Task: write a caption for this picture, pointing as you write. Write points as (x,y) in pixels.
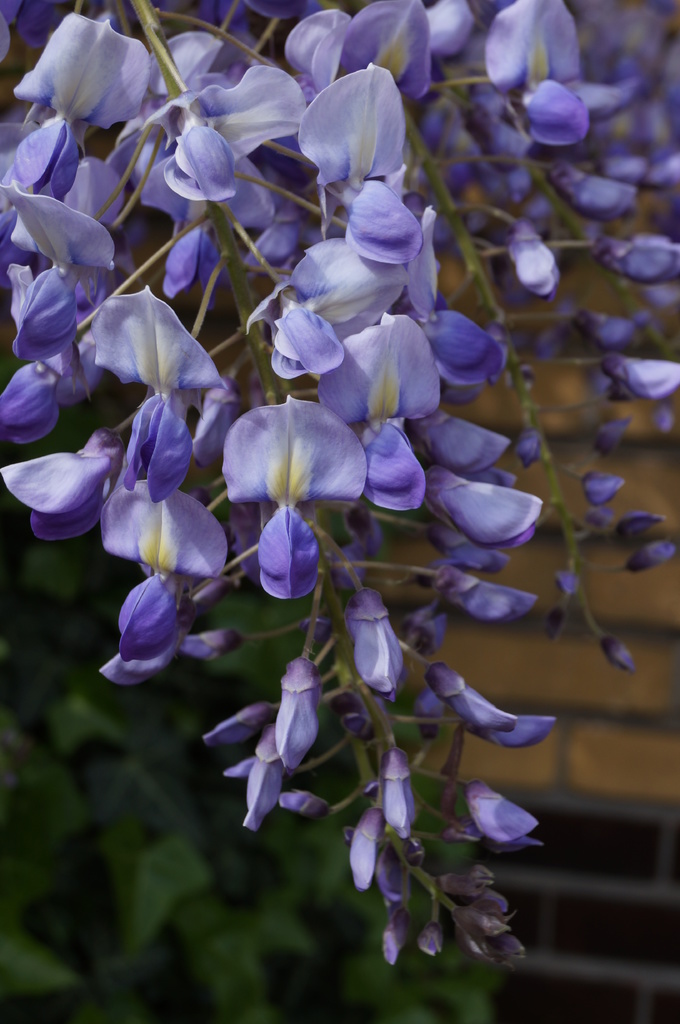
In this picture we can see flowers (245,721) and in the background (305,921) we can see leaves (93,718), wall (514,694).
